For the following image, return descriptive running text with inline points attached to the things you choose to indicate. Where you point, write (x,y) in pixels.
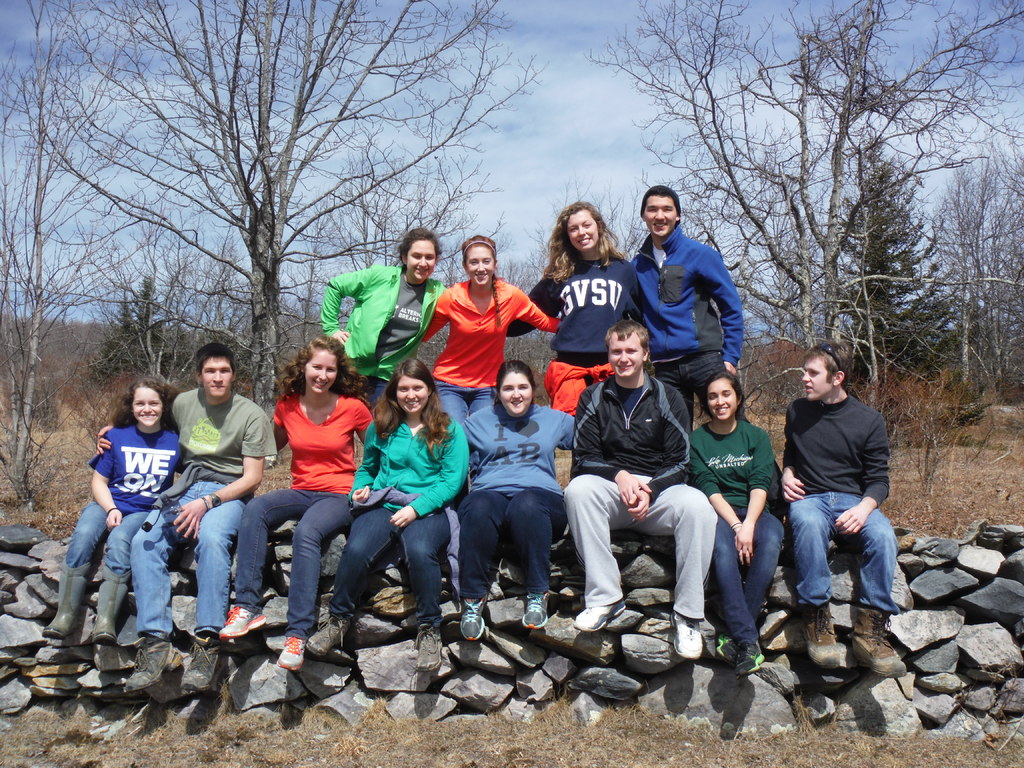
In this image I can see the ground (520,746), the wall (516,668) which is made up of rocks (386,666) and on the wall (503,676) I can see few persons (350,474) are sitting and few persons (500,339) are standing. In the background (360,247) I can see few trees (510,349) and the sky (702,156).
